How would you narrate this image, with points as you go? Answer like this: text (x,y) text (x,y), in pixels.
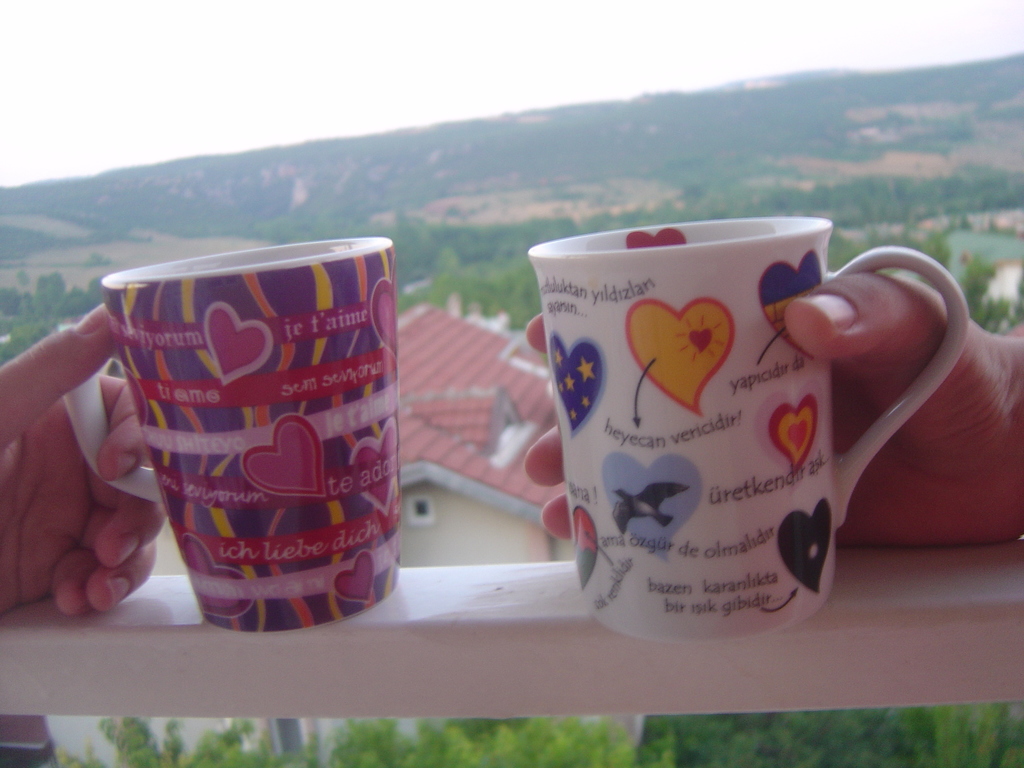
In the image there are two hands (53,476) of persons (847,402) holding cups (737,408) in their hands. And the cups (701,397) are on the railing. On the cups (334,363) there are designs (699,399) and also there is text (173,440) on it. Behind the cups (602,345) there are buildings (444,404) with roofs (494,462) and walls (469,525). Behind them there are many trees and also there are hills (656,115). At the top of the image (458,79) there is sky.
